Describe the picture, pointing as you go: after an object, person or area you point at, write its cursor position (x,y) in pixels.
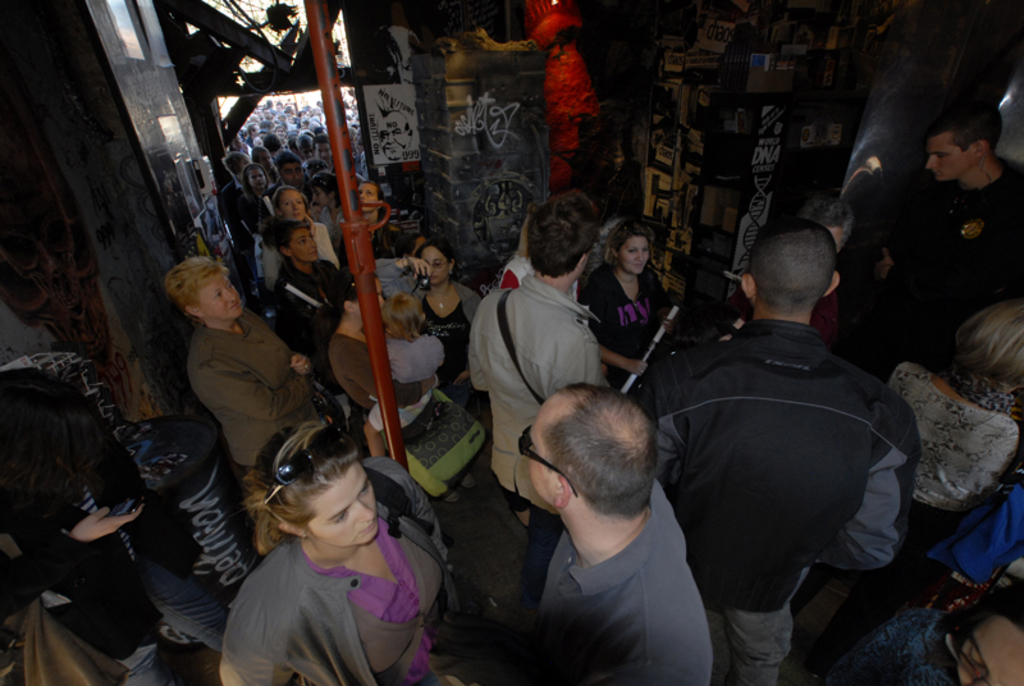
In the picture we can see a group of people (558,583) standing in the historical construction (39,255) it is with walls (498,254), pillars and pole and outside of the building (511,582) also we can see people (297,147) standing.
